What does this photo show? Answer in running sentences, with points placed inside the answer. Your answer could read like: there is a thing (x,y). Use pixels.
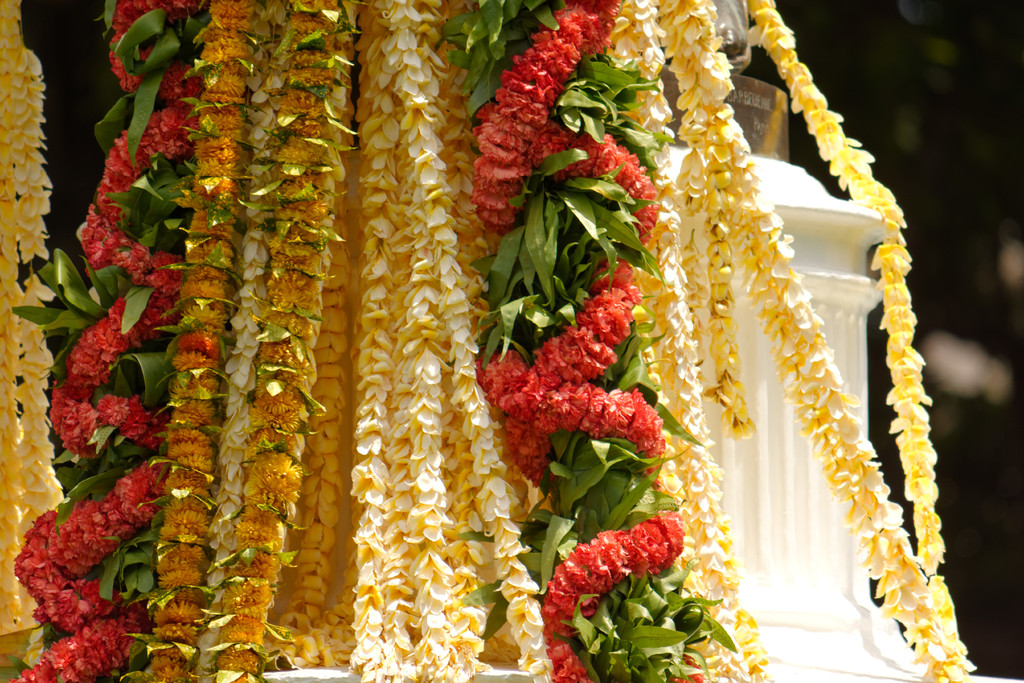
In this picture we can see some colorful garlands (543,624) and a white object (841,554) on the right side (751,325).
